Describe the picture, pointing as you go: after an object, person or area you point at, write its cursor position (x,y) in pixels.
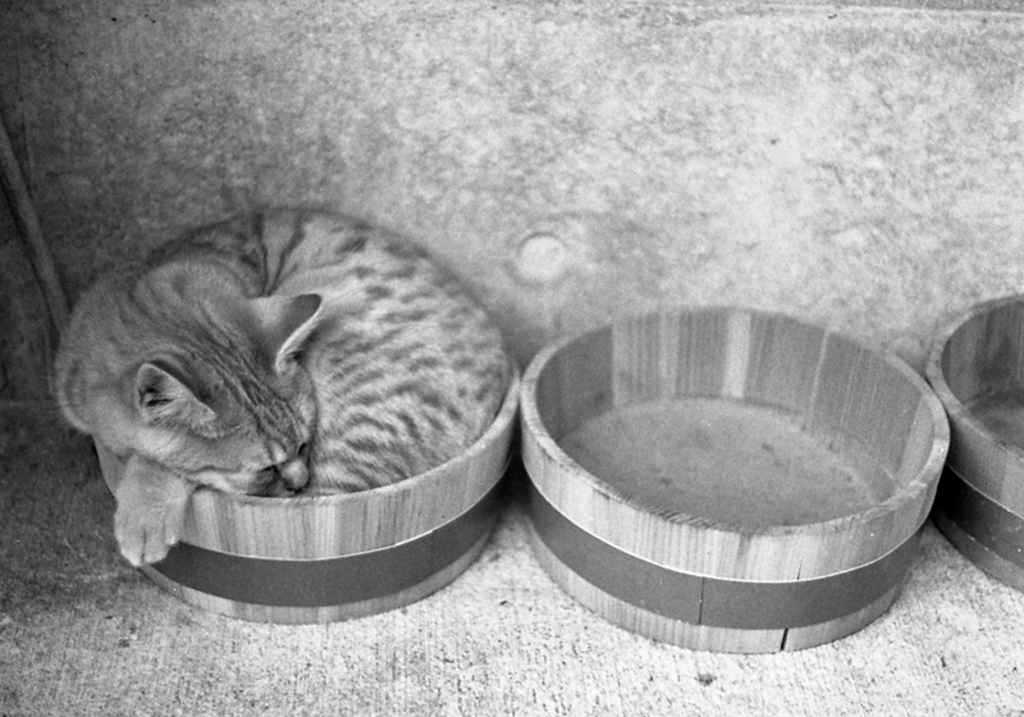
This is a black and white image. In this image we can see wooden objects (569,517). Inside the wooden object (338,508) there is a cat (187,366). In the back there is a wall (780,199).
